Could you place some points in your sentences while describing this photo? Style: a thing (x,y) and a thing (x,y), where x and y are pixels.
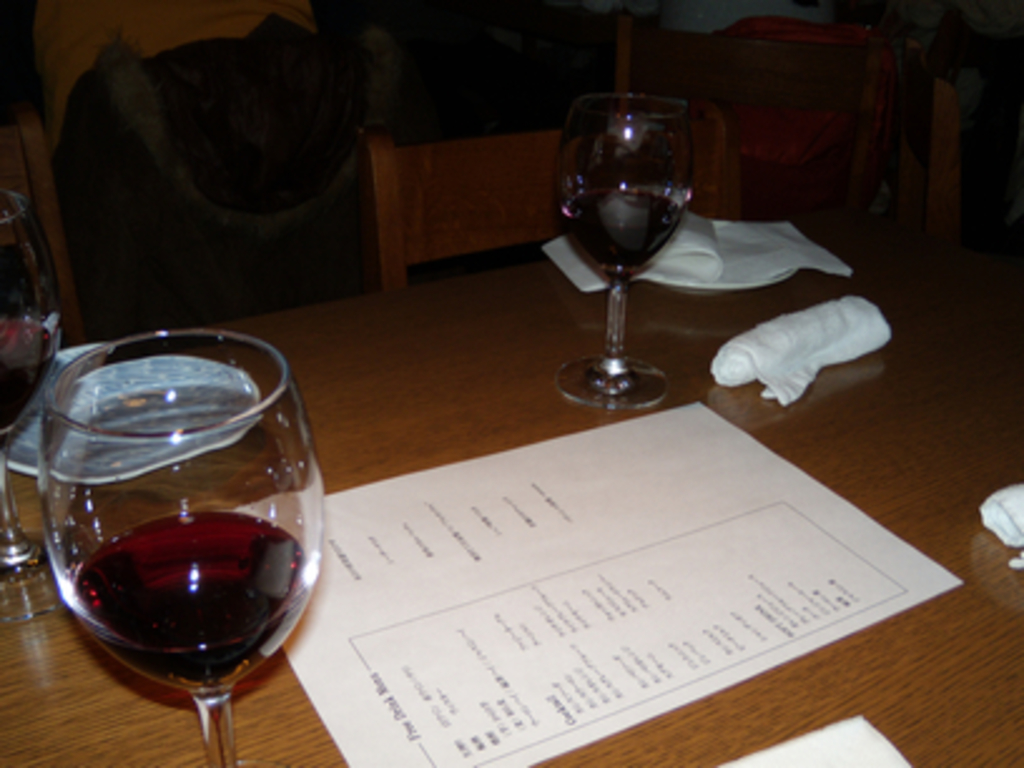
In this image I can see few glasses (618,164) on this table (658,351). Here I can see few chairs (524,137) and napkins (793,330).
